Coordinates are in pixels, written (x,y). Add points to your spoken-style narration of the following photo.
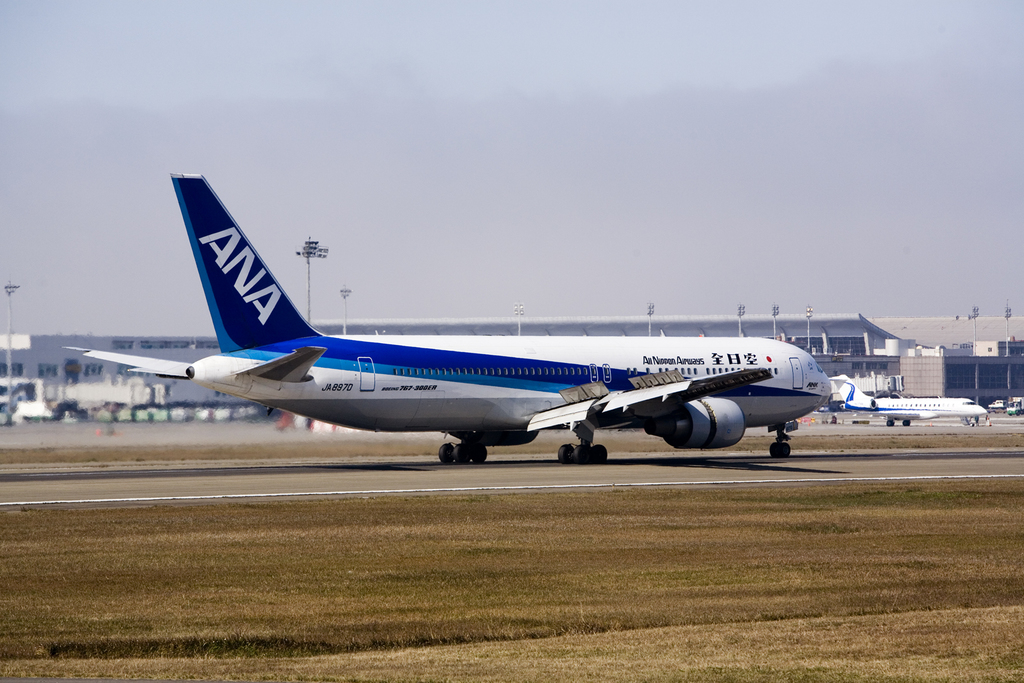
In this image, we can see aeroplanes (438,373) on the road (149,463) and in the background (866,380), there are buildings (855,358) and we can see poles (311,288) and lights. At the top (397,136), there is sky (557,174).
